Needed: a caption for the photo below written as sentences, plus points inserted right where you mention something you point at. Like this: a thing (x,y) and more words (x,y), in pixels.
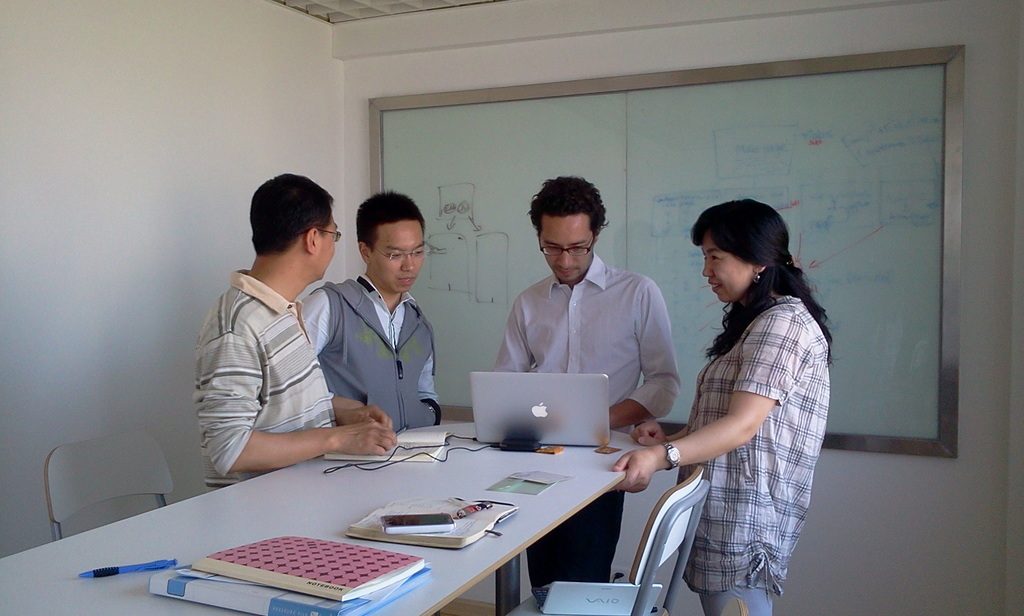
In the image there is a table (160,517), on the table (292,505) there are files (330,603), books (379,528), laptop (549,381) and other objects (406,528). Around the table (469,466) four people (559,354) are standing and there are two chairs (47,493) on the either side of the table (389,544), in the background (931,195) there is a glass board (911,410) and behind the board (716,111) there is a wall (157,206).
